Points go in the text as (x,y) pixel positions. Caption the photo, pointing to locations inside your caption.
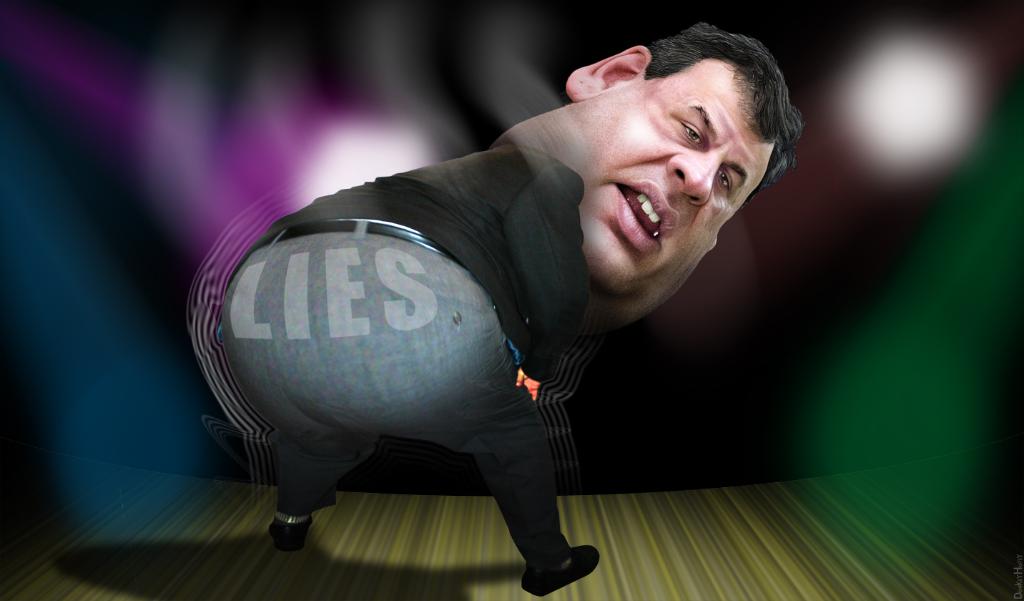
This is a edited image. In the center of the image (518,352) there is a depiction of a person (410,292).
